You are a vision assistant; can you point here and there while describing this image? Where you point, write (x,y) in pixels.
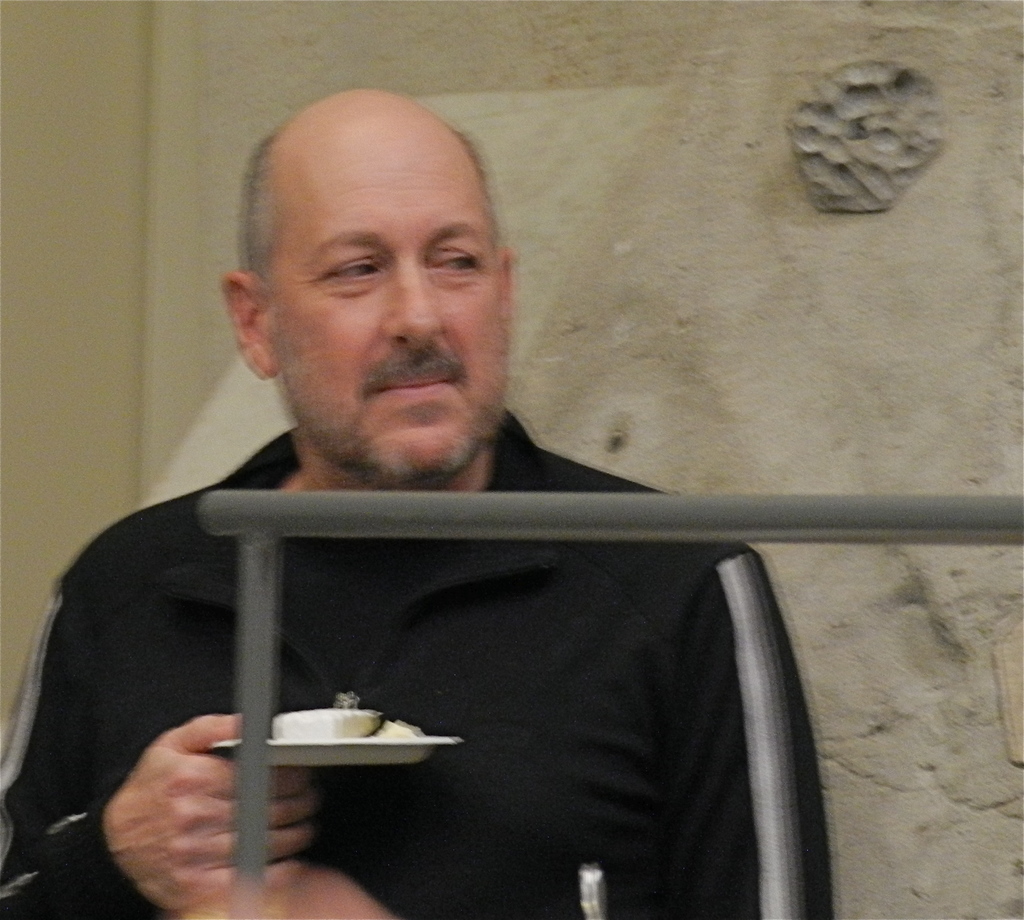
In this image we can see a person (429,795) and holding an object (348,760) in his hand (277,812). There is a metallic object (770,523) in the image. There is a wall (660,157) in the image.
